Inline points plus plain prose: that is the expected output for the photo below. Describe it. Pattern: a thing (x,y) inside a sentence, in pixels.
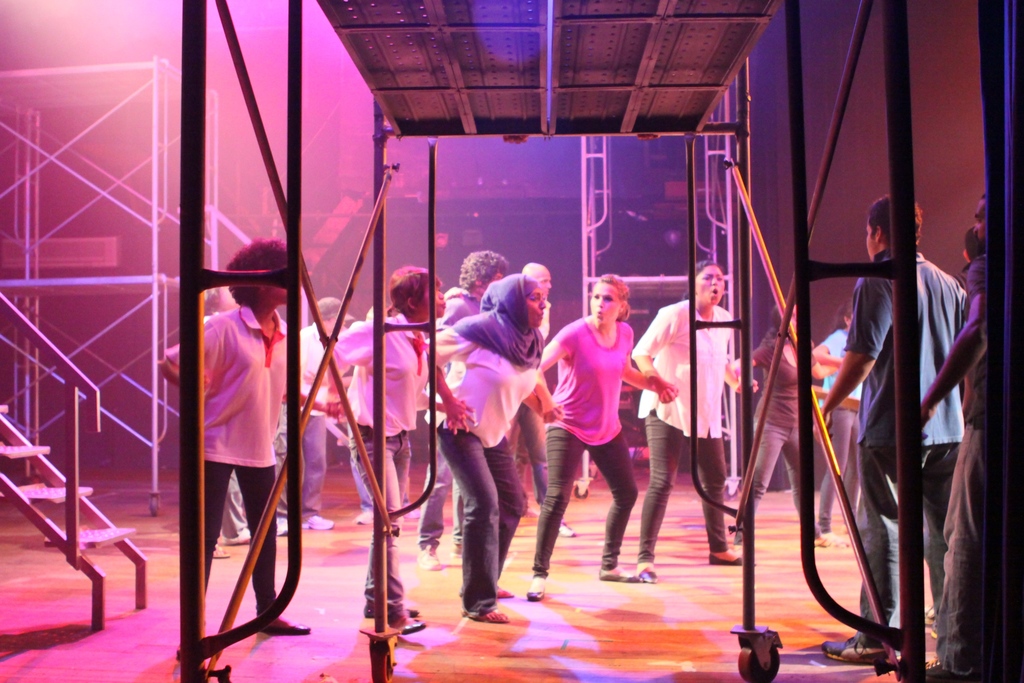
In this image we can see rods (921,502), steps (58,481) and people (483,323). This woman (473,393) wore a scarf (526,330).
